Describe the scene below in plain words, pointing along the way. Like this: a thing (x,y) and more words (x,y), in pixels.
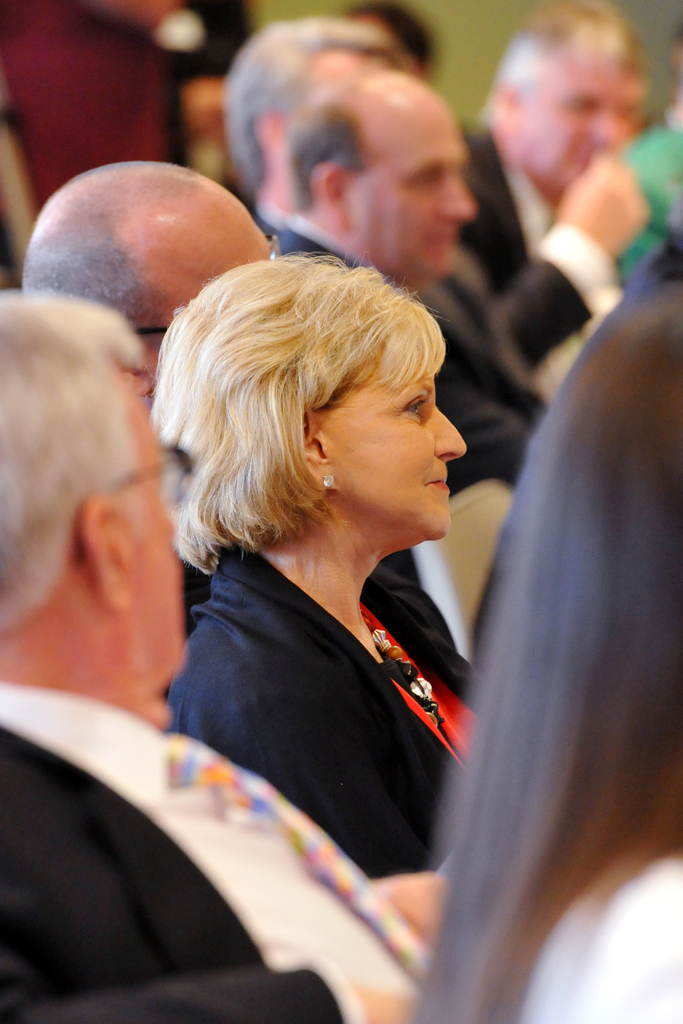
There are a group of people (315,766) in a room (420,589), in the picture only the image of a woman (350,749) is highlighted and all the remaining men (129,195) are blurred.
